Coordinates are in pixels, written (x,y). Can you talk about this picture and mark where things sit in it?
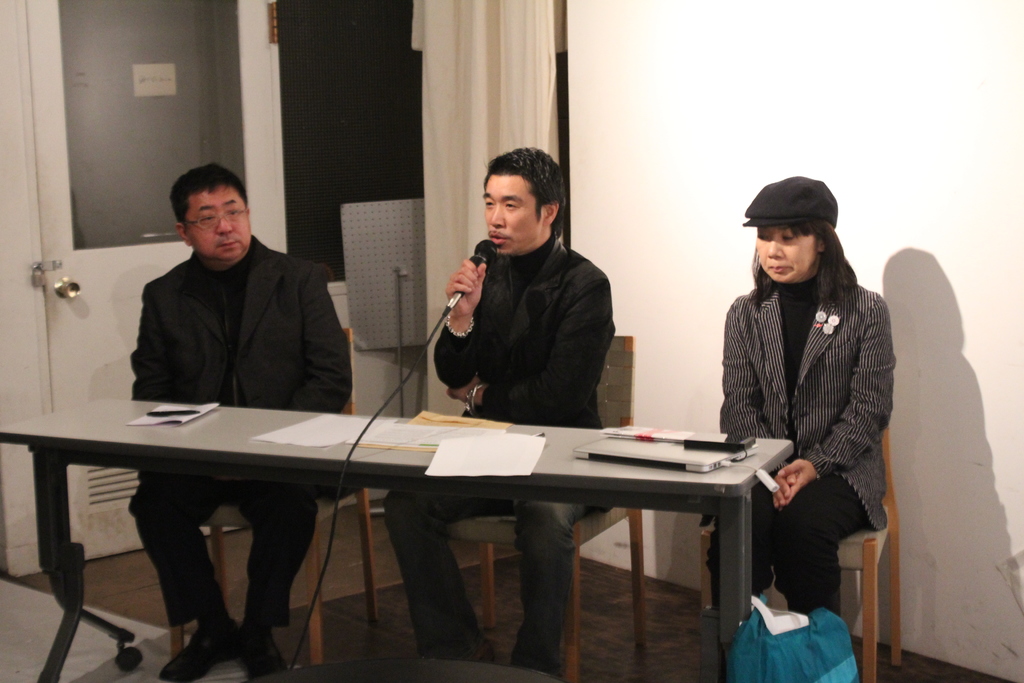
In this image i can see a three persons (557,356) sitting on the chair (506,534) and middle person (537,363) wearing a black color jacket (531,323) and holding a mike (489,250), in front of them there is a table (79,431), on the table (633,488) there are paper (479,462) and laptop (636,451) kept on the table (642,478). back side of them there is a door (174,129) and there is a curtain (466,90) visible.
